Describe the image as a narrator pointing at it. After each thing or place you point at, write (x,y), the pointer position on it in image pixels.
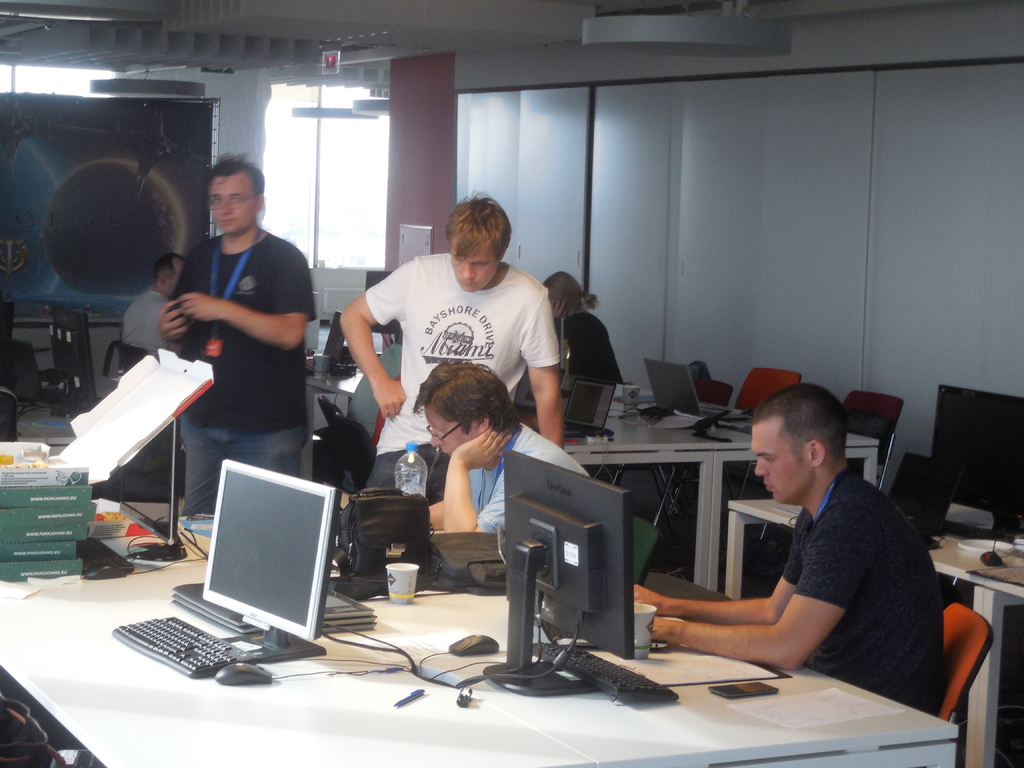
In this image we have group of people (288,301) among them two are sitting on the chair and two are standing, behind this people (223,294) there are some other people (554,280) sitting on the chair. On the table (376,633) we have computer (299,565) and other stuff (80,500) on it.
